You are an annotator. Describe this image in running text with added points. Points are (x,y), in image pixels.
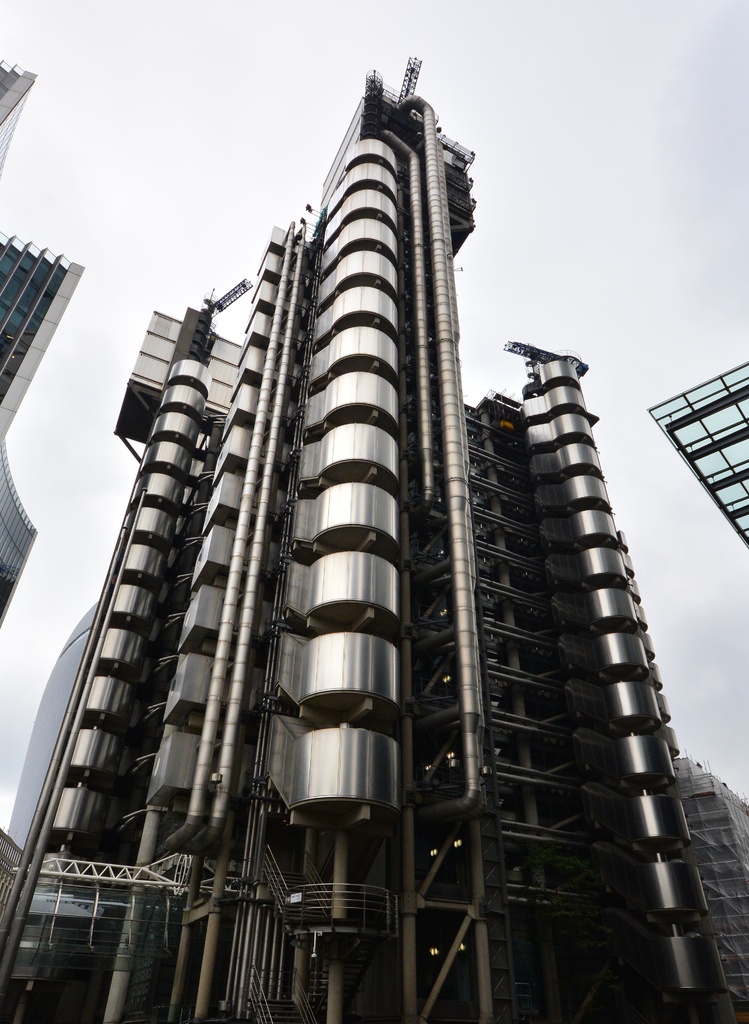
In this image we can see buildings (229,546). At the top of the image (314,58) there is sky (337,69).
